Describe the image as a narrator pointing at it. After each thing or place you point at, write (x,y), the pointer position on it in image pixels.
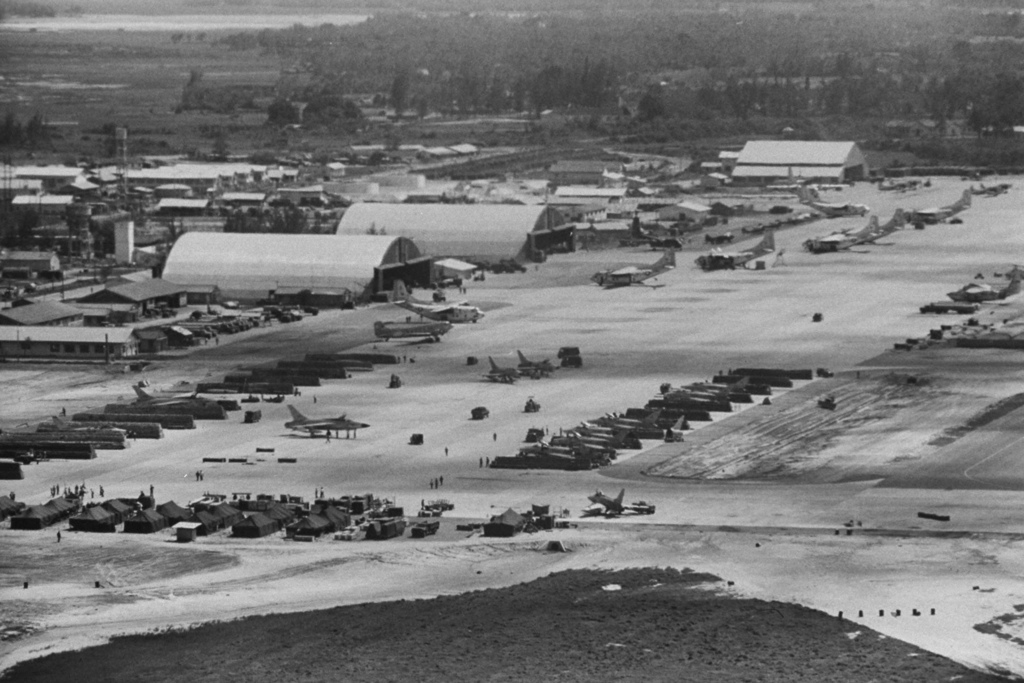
In this image we can see an aerial view of a place (422,249), there are aircrafts (398,332), tents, sheds (586,221), there are a few people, there are trees (628,81), grass (648,149), and the picture is taken in black and white mode.
